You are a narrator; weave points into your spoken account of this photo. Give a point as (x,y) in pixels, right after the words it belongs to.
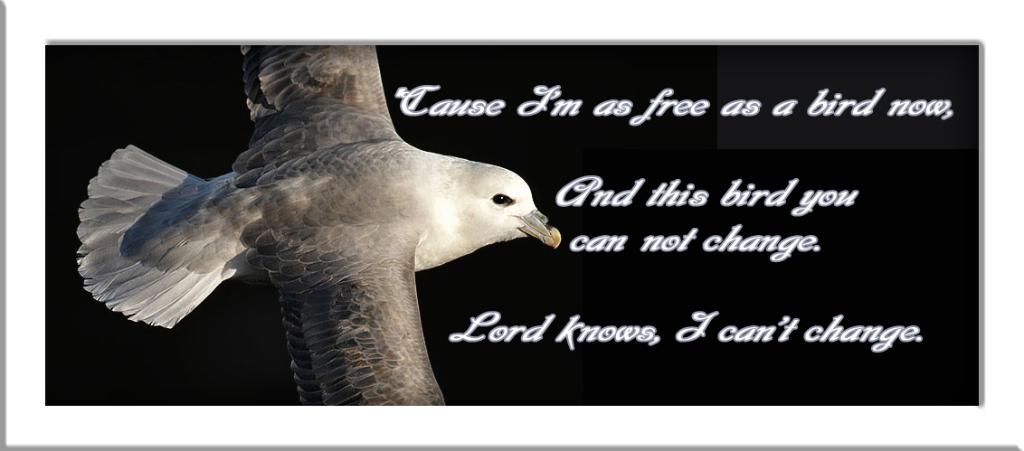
In this image we can see a poster (408,221) with a bird (363,219) and some text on it.
